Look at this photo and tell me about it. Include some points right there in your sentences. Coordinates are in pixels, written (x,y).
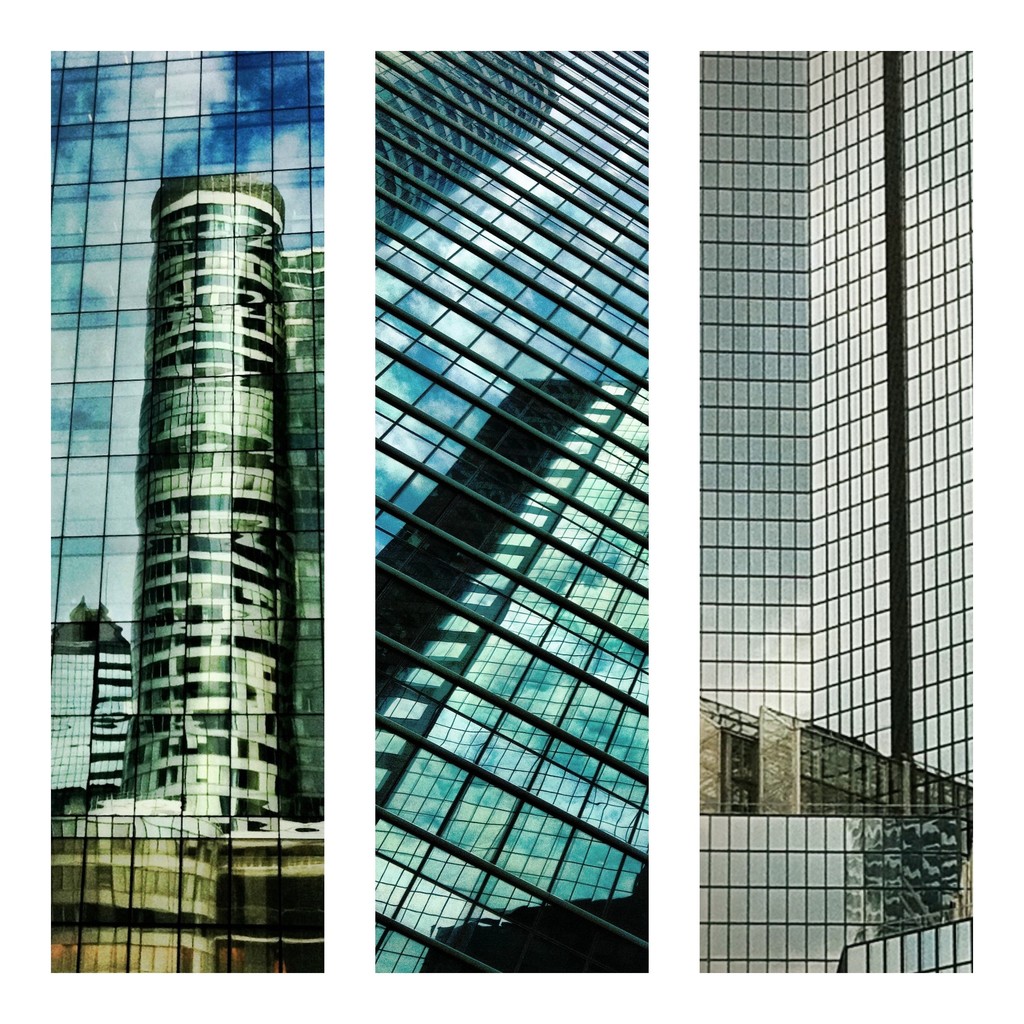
This is a collage image and here we can see buildings (714,333).
